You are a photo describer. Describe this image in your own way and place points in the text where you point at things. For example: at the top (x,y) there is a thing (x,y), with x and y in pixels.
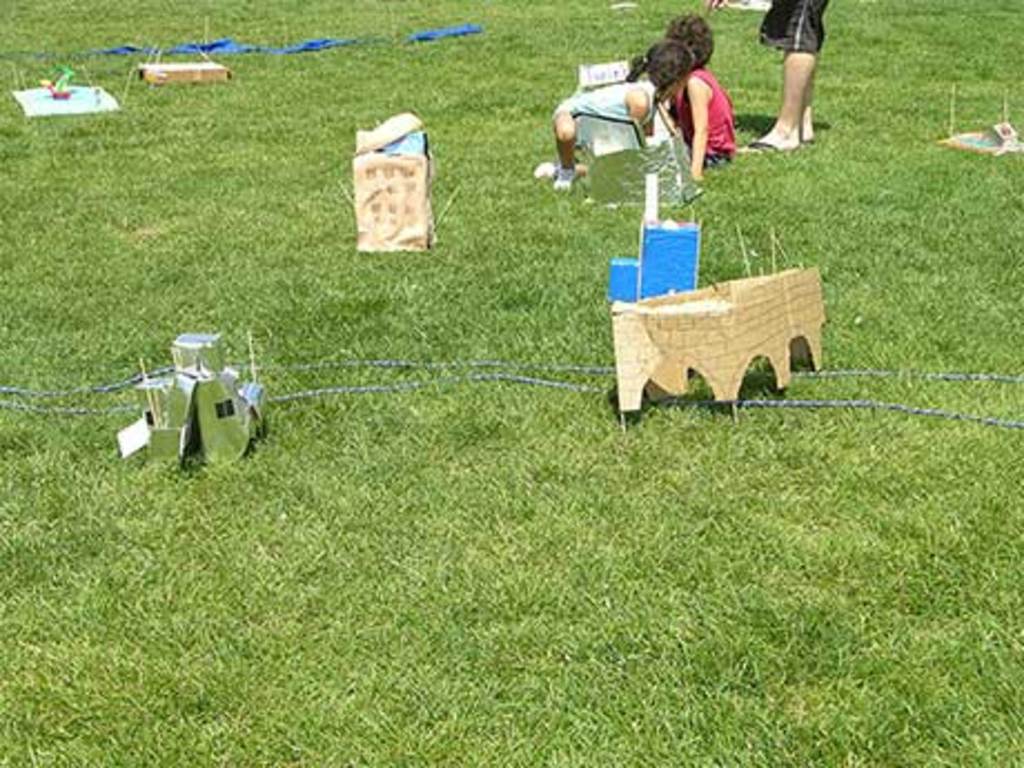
This image consists of three persons (676,122). And there are buildings (801,364) made up of cardboard (732,366). At the bottom (450,679), there is green grass (391,553).
